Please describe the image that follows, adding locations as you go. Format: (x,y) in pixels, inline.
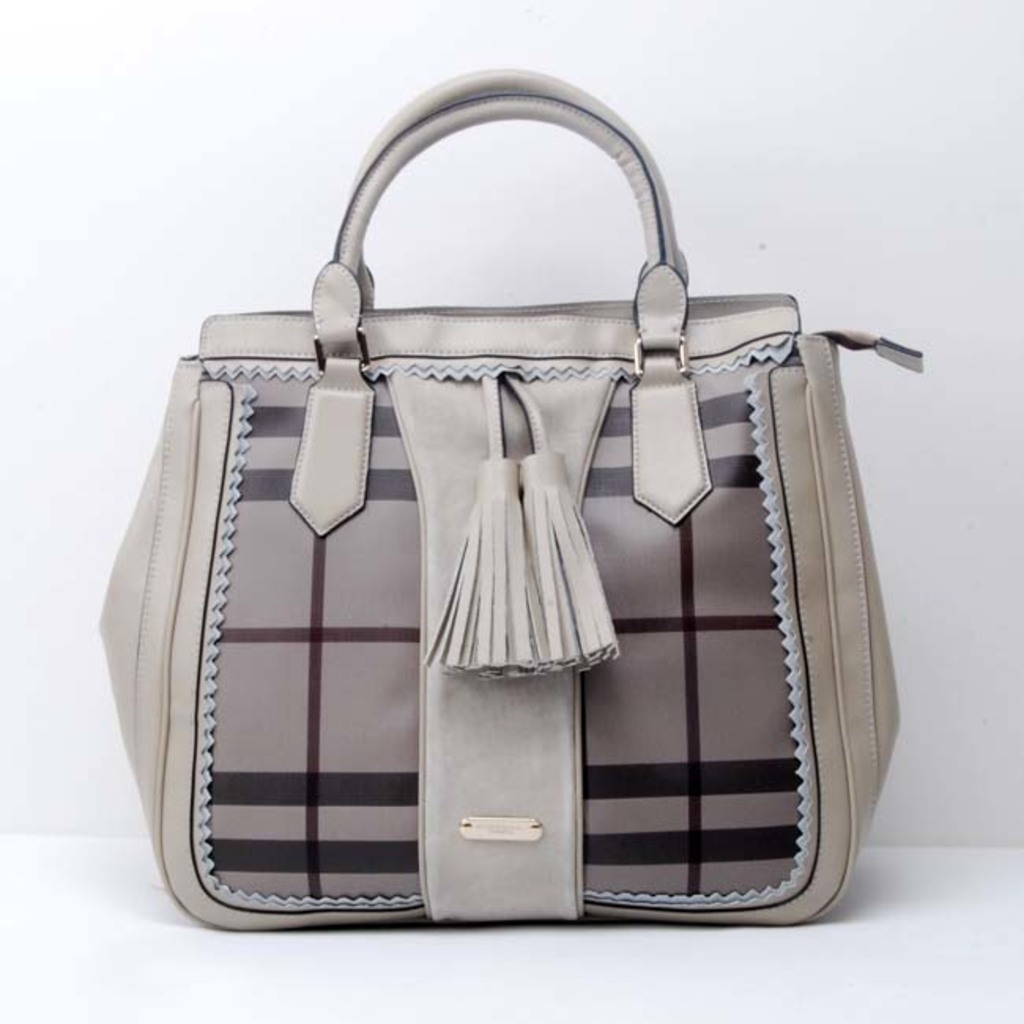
Here we can see a hand purse (461,438) on the table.
